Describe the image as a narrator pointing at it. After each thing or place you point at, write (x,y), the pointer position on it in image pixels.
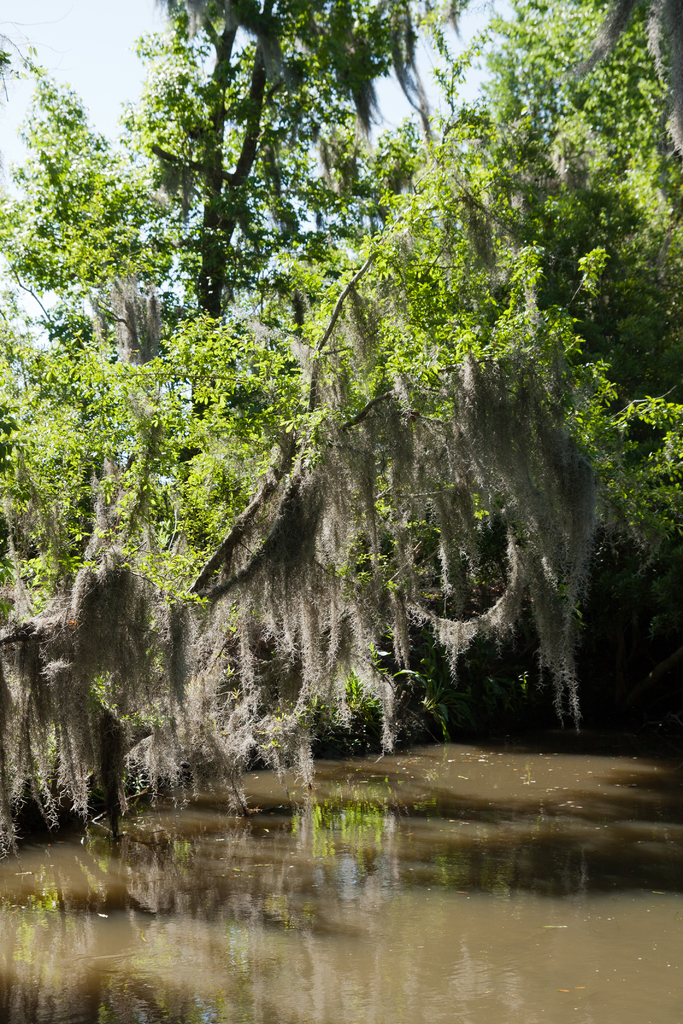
There is a river (219,907) and it is very dirty, beside the river (292,1014) there are few trees (250,336).
